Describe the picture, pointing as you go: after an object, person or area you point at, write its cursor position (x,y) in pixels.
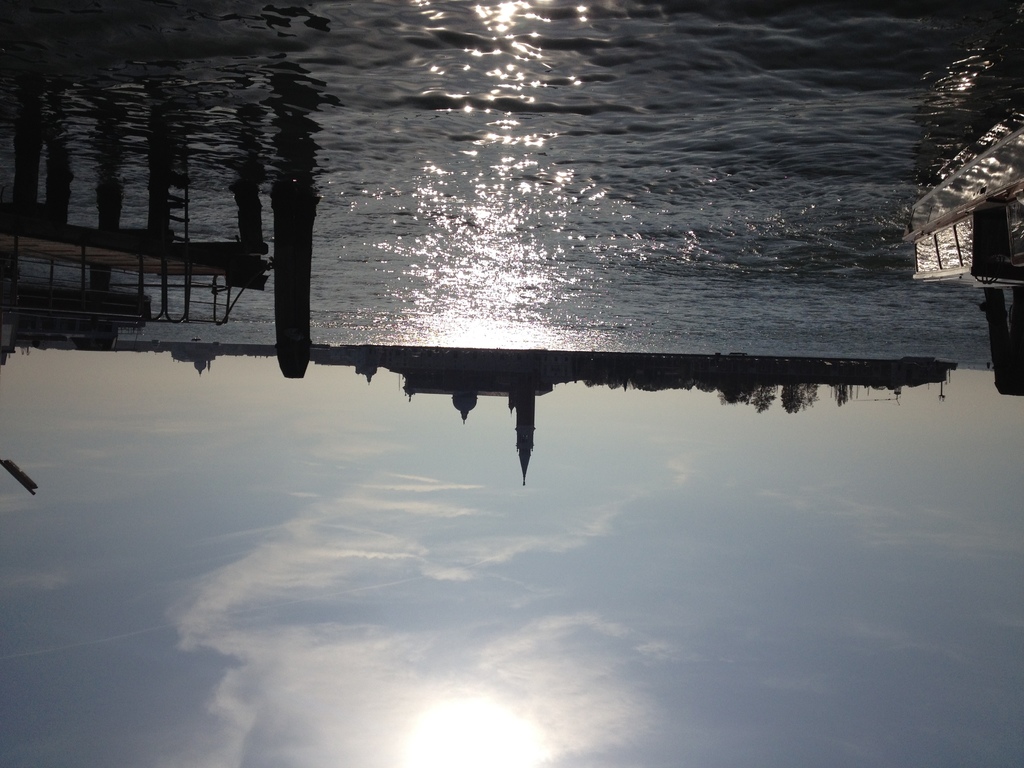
In this image there is water (418,96) and we can see a boat bridge (160,270). In the background (496,385) there are buildings (554,360) and sky (665,590).
